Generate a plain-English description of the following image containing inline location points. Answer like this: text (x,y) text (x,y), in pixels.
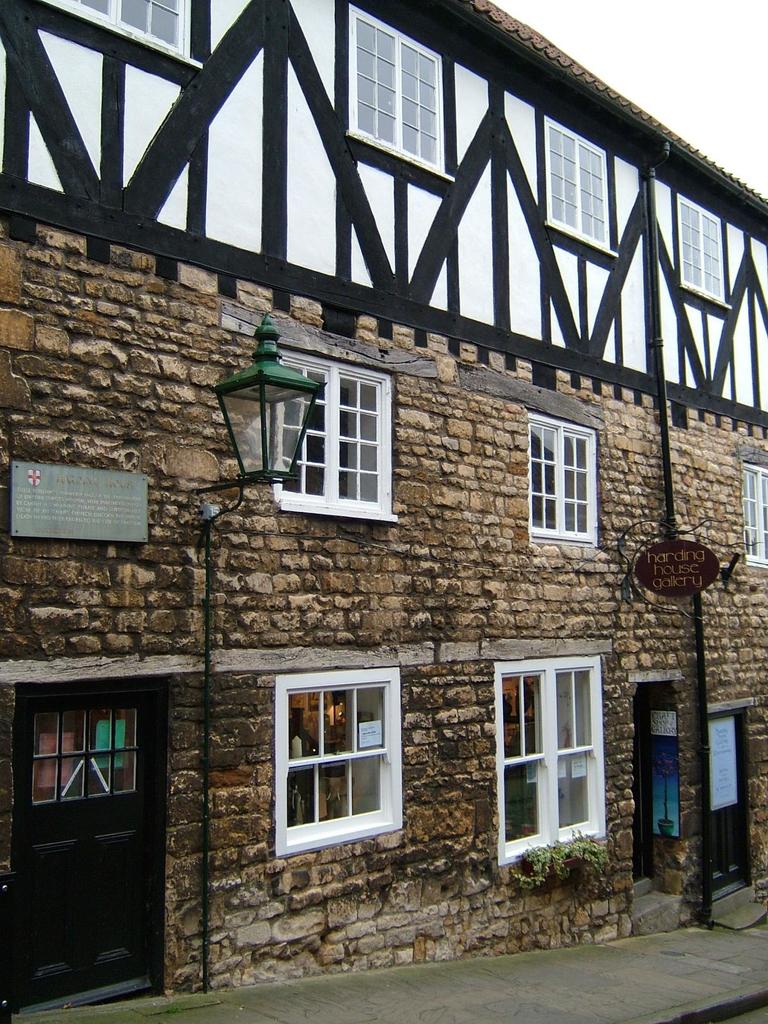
In this image we can see a building (438,524) with windows (375,513), door (120,745), a street lamp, a board (115,503) on a wall (81,557) and some plants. We can also see the sign board (697,586) to a pole (705,733).
